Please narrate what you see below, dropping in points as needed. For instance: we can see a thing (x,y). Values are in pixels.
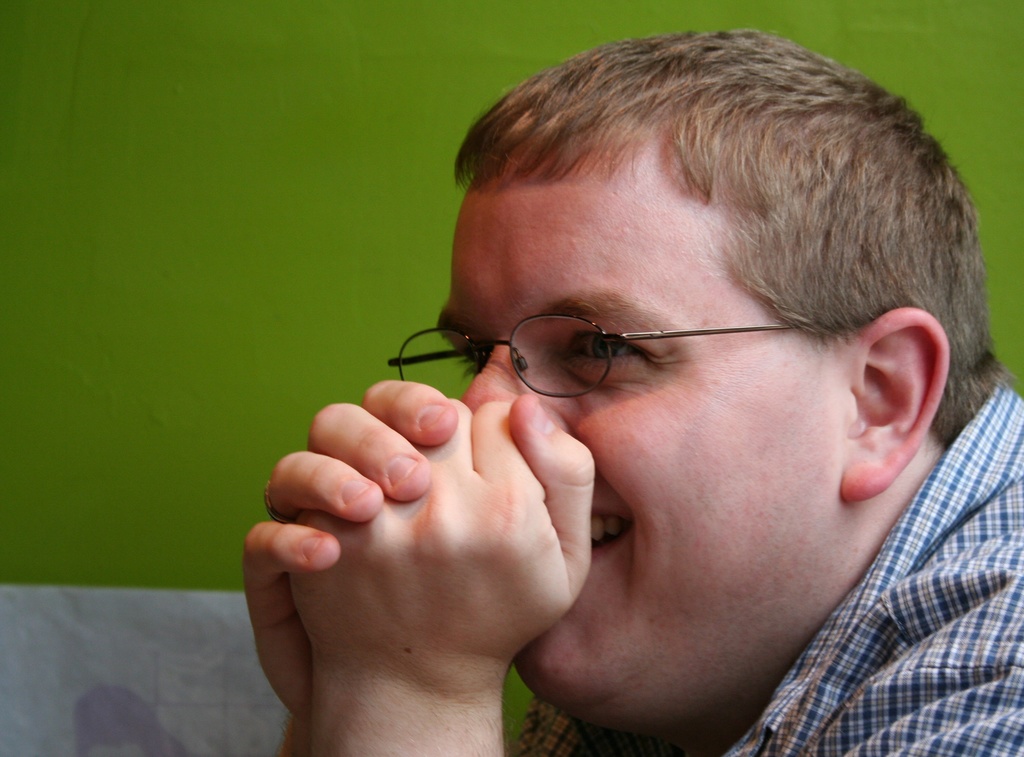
There is a man (630,548) in the foreground area of the image (593,237), it seems like a wall (336,97) in the background (338,16).
